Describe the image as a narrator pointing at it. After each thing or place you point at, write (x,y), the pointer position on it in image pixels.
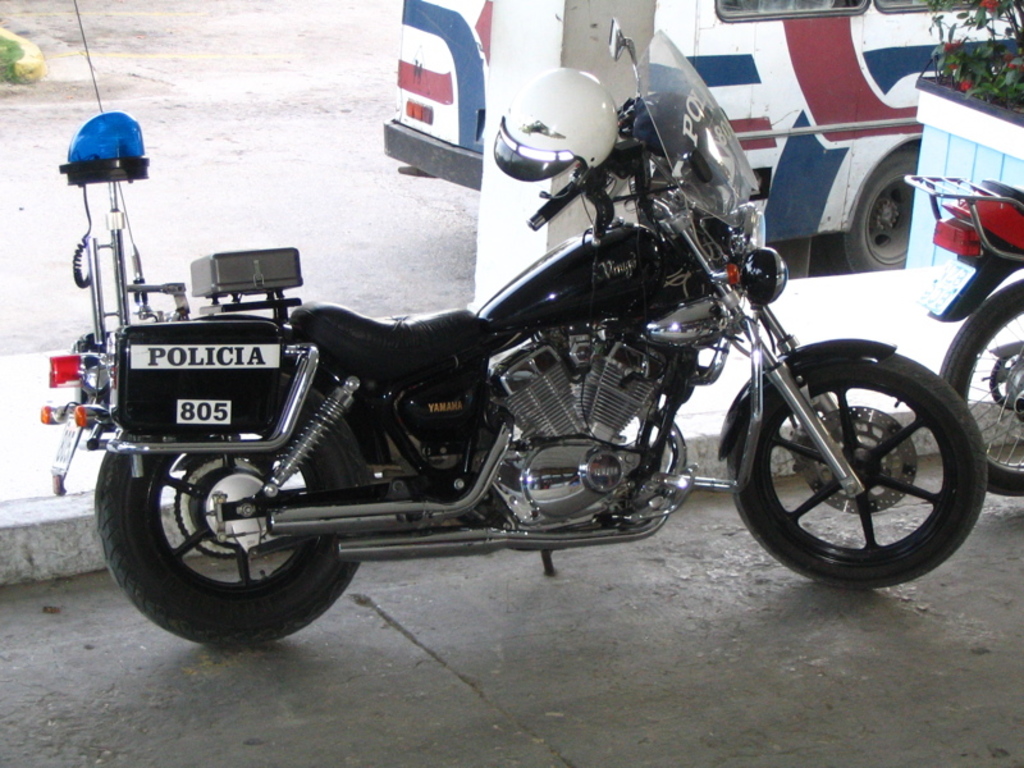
In the center of the image (547,361) we can see bike (466,397) on the road (341,686). On the right side of the image (1006,243) we can see bike (957,273), plants (1023,46) and flowers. In the background (719,14) we can see pillar (533,32), bus (811,34) and road (277,119).
